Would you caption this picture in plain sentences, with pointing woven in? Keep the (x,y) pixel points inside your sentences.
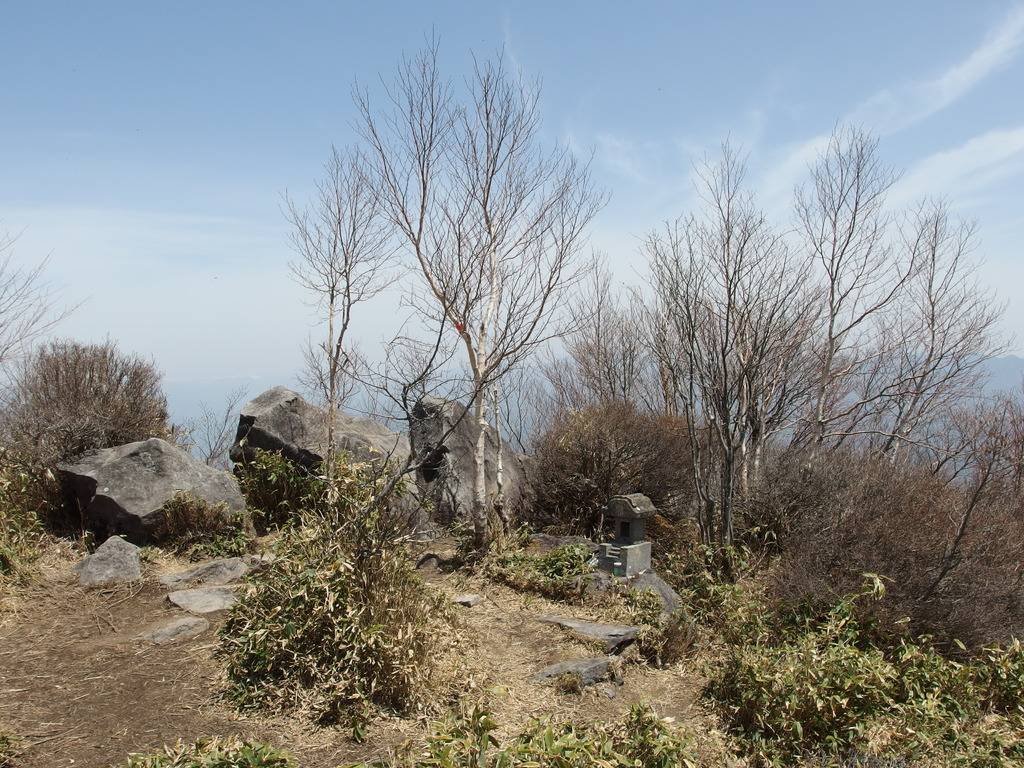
In the image there are plants (894,656), trees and rocks (245,562) on the land (496,684) and above its sky (898,105) with clouds (936,80).
